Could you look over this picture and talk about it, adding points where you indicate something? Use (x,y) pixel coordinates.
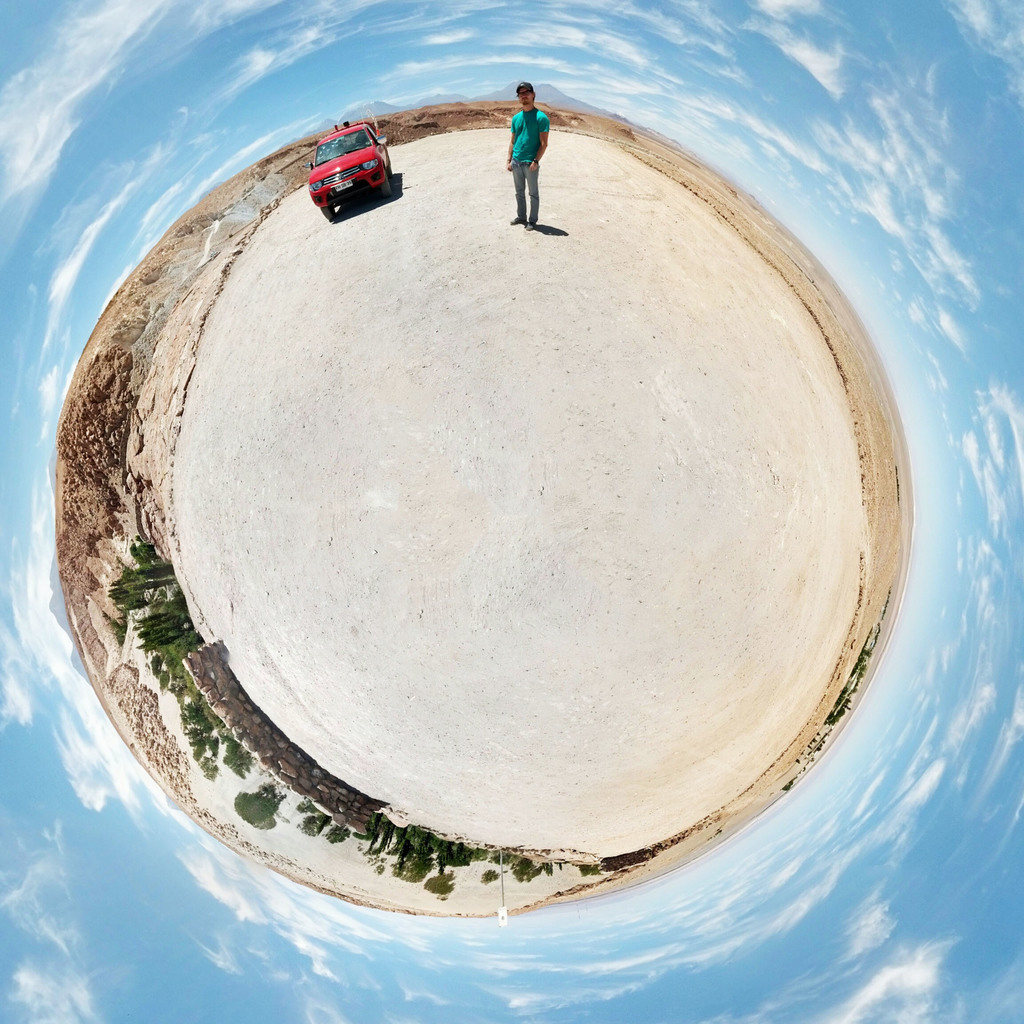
In the image we can see a person (529,181) standing, wearing clothes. Here we can see a vehicle (313,190), sand (456,478), wall (284,756), stone wall (296,759), trees (187,650) and the cloudy pale blue sky (121,164).
